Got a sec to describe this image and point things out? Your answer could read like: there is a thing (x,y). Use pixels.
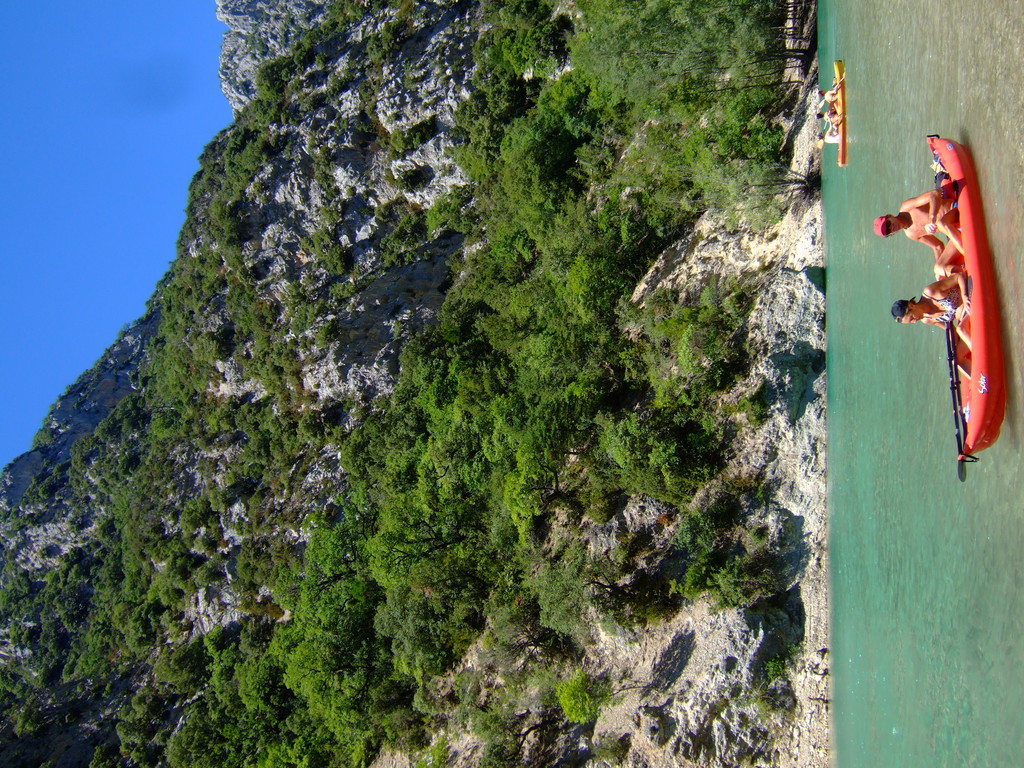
This image consists of water (935,455) on which there are people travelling in the boats (989,345). In the background (423,418), there are mountains (436,169) along with plants (261,661) and trees (165,479). At the top (109,80), there is a sky (99,82).
